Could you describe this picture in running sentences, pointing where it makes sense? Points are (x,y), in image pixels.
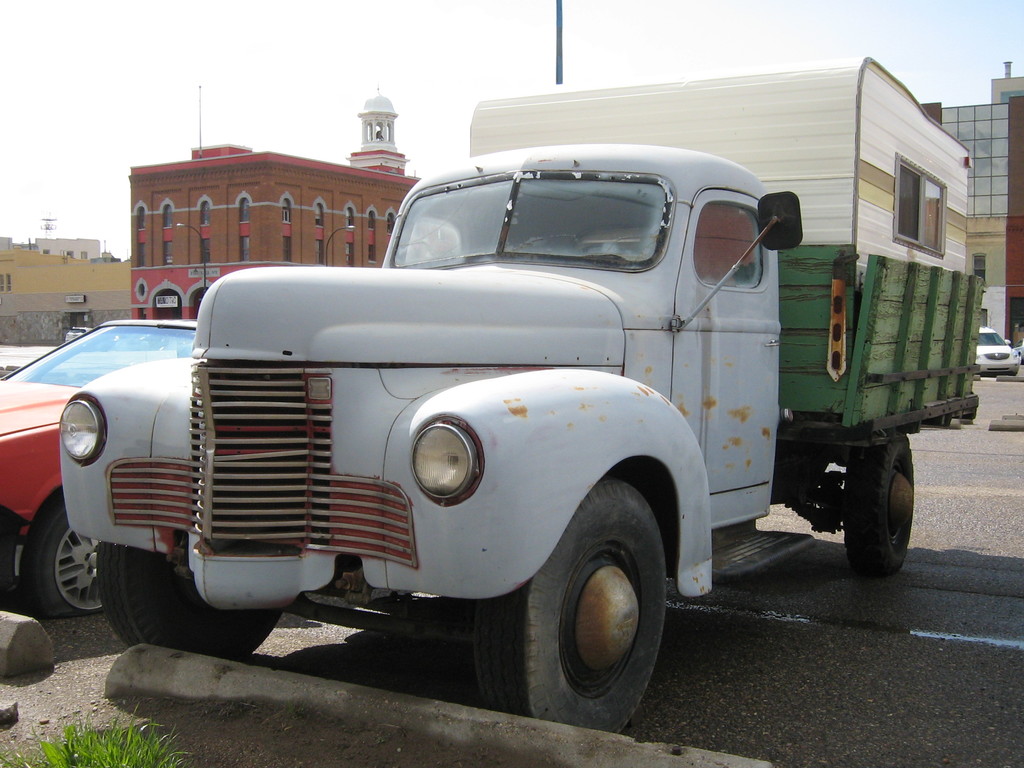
This image is taken outdoors. At the bottom of the image (178,733) there is a ground (260,753) with grass (132,731) on it and there is a road (879,621). In the background (139,271) there are a few buildings (328,209) with walls (295,233), windows (248,233), doors (170,293), pillars (185,314) and roofs (241,160) and a car (1001,362) is parked on the road (1003,409). In the middle of the image (477,369) a truck (304,431) and a car (63,398) are parked on the road (852,663).
